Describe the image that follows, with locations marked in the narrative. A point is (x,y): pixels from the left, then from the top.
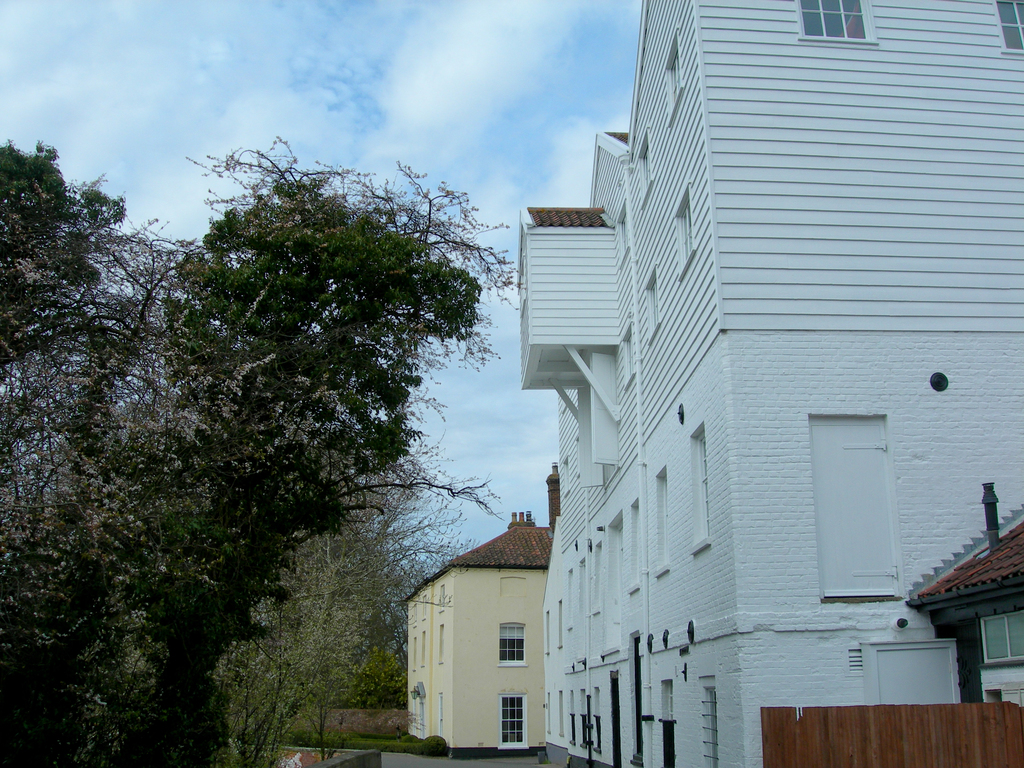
On the left (267,483) there are trees (274,466). Towards right (876,436) and in the center (604,280) there are buildings (667,645) and plants (399,749). At the top (350,89) it is sky (552,162).
